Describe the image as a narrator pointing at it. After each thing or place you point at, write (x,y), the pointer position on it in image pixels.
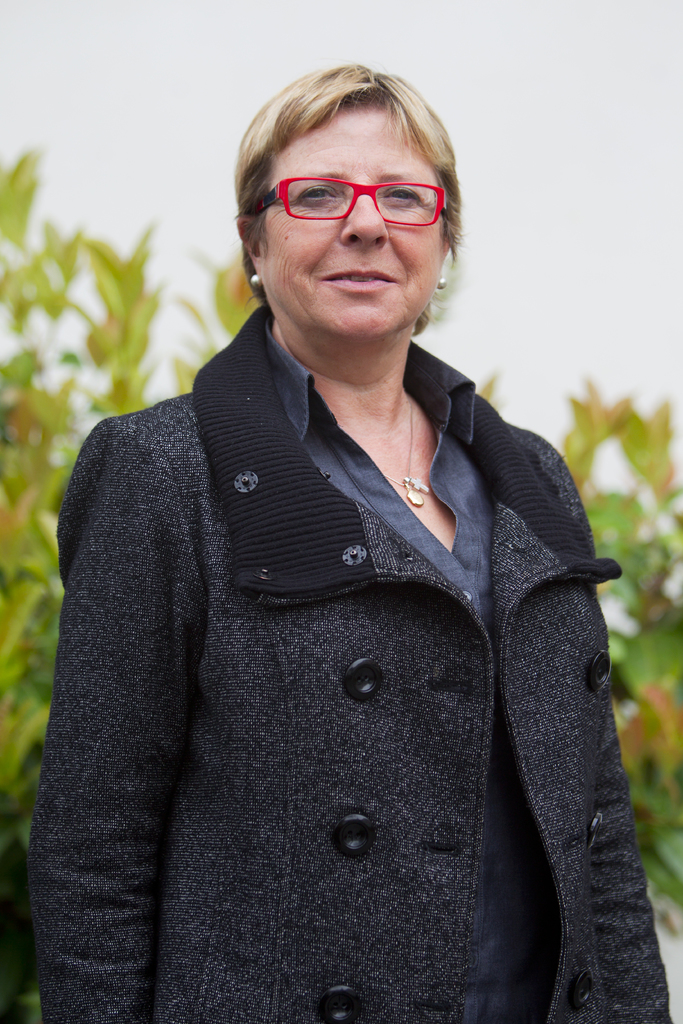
In this image we can see a woman (383,379) wearing the glasses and standing. In the background (56,617) we can see the plants (589,484) and also the wall (496,85).
